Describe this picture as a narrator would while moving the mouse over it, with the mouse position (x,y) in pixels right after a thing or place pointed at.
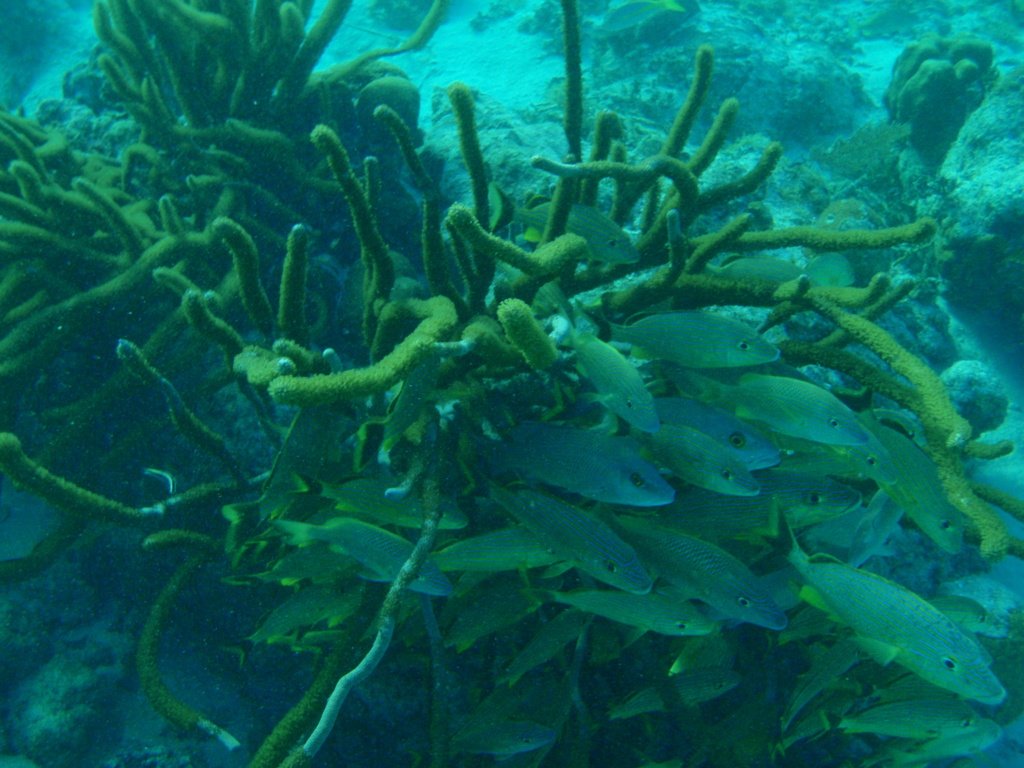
In this image we can see fishes (840,423) and plants (468,244) in the water (783,105).
